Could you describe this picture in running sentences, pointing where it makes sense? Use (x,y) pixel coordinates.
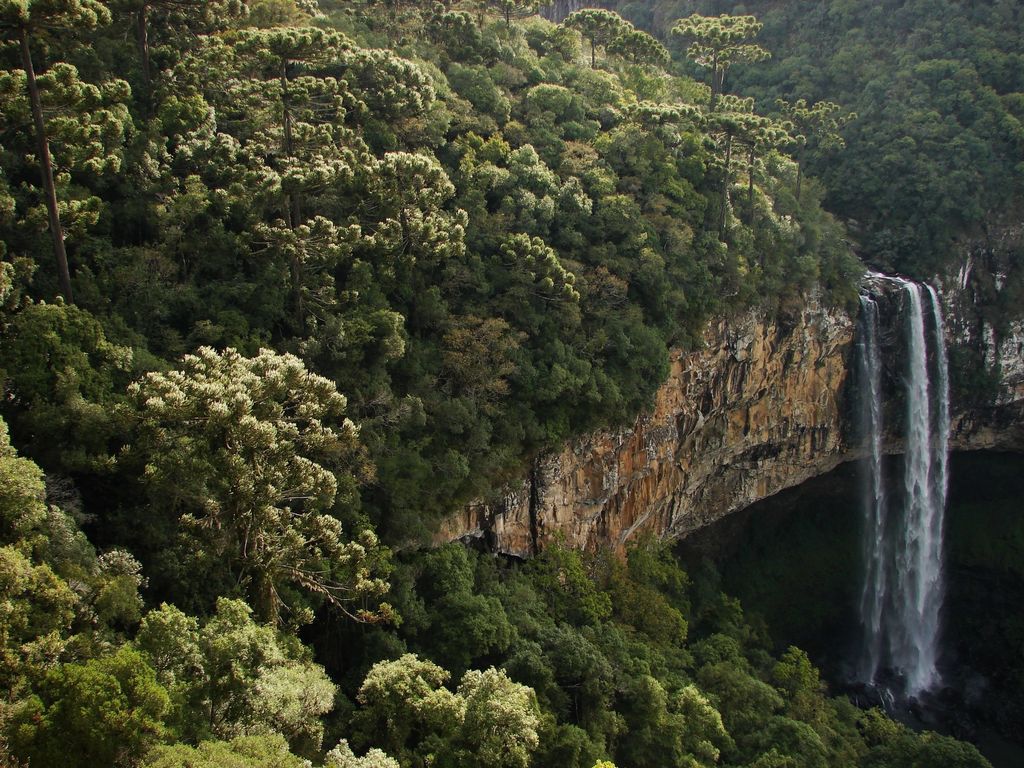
In this picture I can see waterfall (923,439) and I can see few trees (586,349) and few rocks (711,496).
